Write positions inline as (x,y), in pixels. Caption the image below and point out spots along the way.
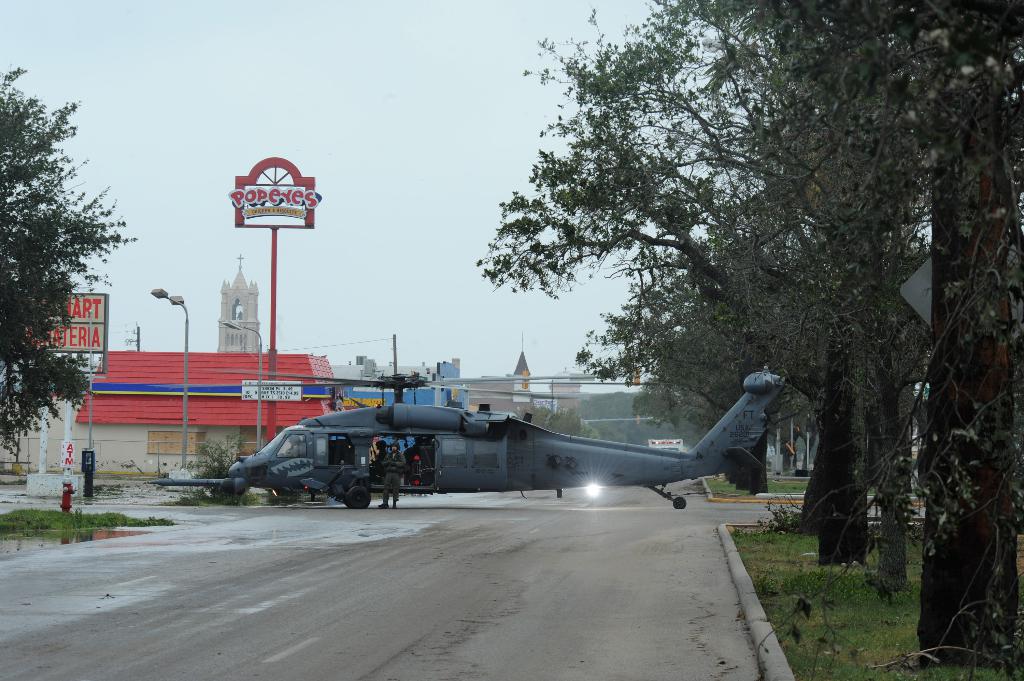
In this image we can see a helicopter (457,448) and a person (394,465) standing in front of the helicopter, in the background (264,360) there are some buildings (253,340), on the left side of the picture (56,337) there is a tree (61,315), light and a board (75,343), on the right side (787,461) there are some trees (868,359) and a sky (171,282).
